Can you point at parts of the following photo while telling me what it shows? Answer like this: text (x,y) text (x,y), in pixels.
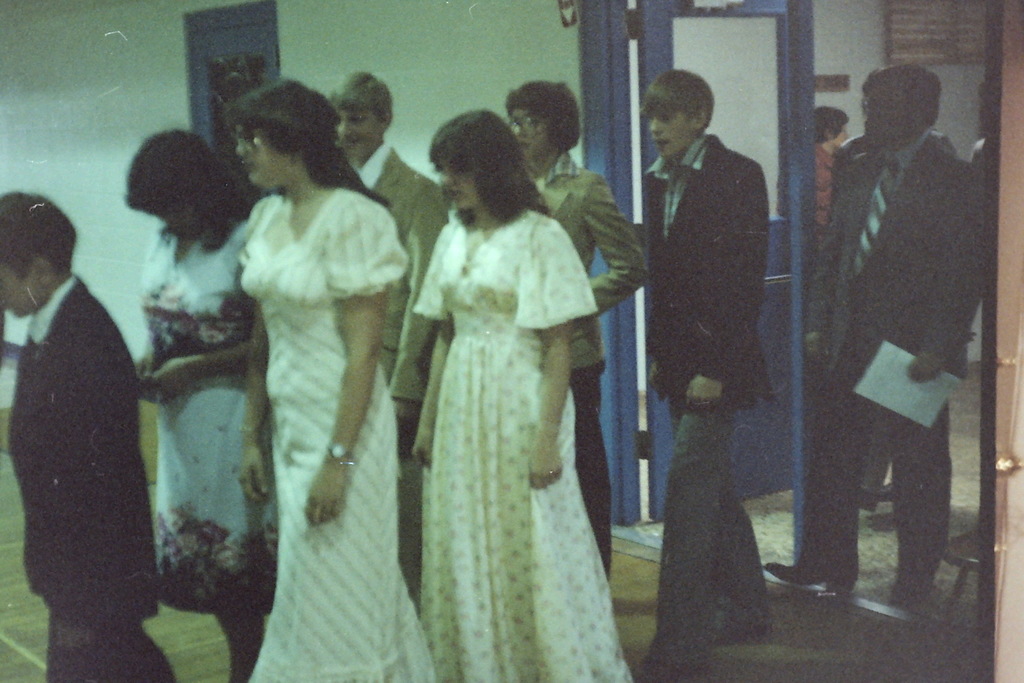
In this image I can see group of people (501,381) standing. In front (318,349) the person (485,304) is wearing white color dress (329,343). In the background (634,107) I can see few doors (639,88) and the wall (466,50) is in white color.
